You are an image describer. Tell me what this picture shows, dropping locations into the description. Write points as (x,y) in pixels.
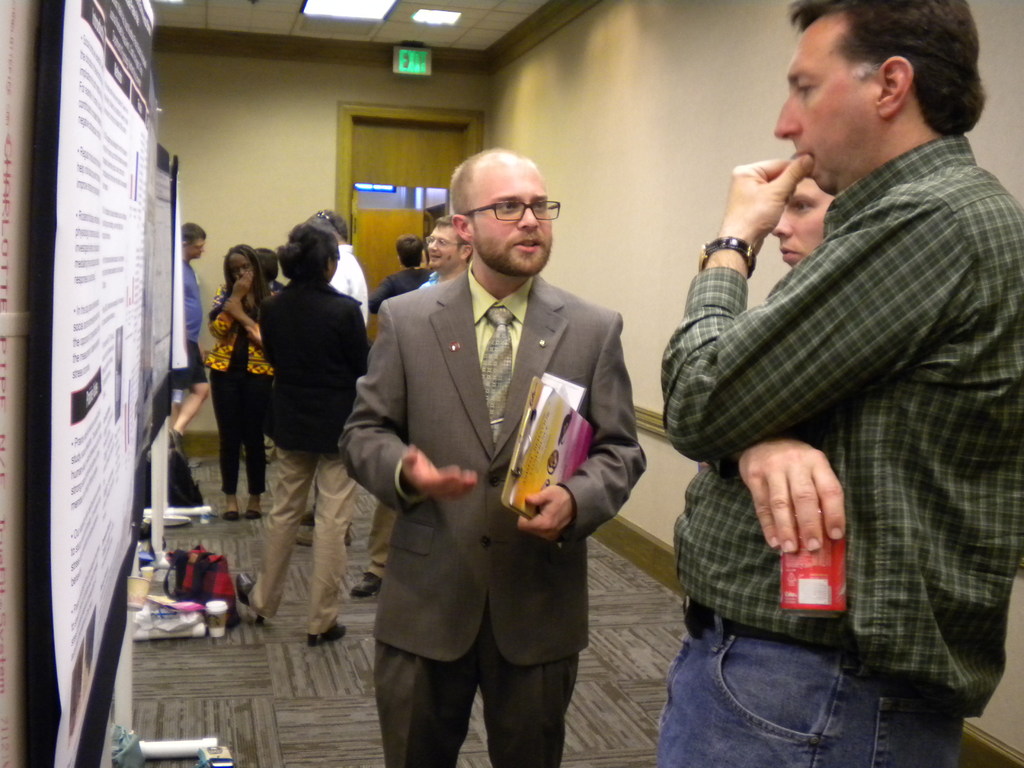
In this image I can see a person (963,391) wearing green shirt (949,391) and blue jeans (778,651) and another person (493,526) wearing grey colored dress (445,555) are standing and holding few objects (843,603) in their hands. To the left side of the image (100,388) I can see a banner (114,392) attached to the wall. In the background (179,426) I can see few persons (358,291) standing, the wall (647,159), the door (445,175), the ceiling (538,1), few lights (432,21) to the ceiling (481,7) and few objects (223,590) on the floor (245,568).
